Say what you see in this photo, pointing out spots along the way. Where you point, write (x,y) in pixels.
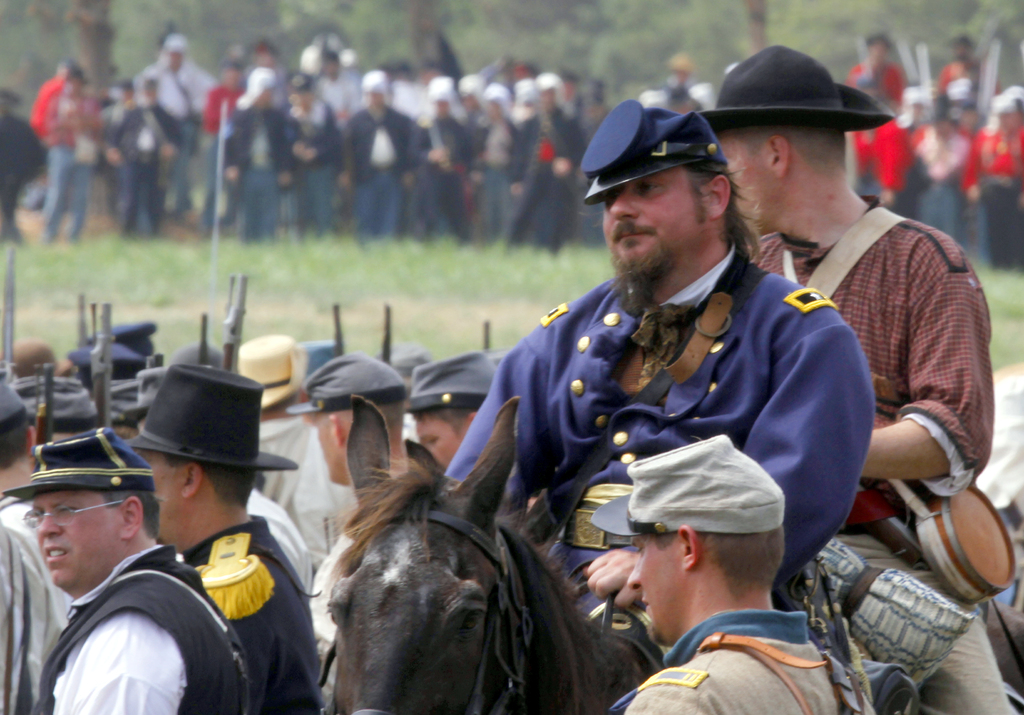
In this image there are group of peoples (320,352), two person (575,351) in the right side (906,335) one and two are sitting on the horse (536,648) a person (729,371) in a blue colour dress (741,359) is wearing a blue colour hat (658,137) and behind him person (909,284) is wearing a black colour hat (805,110). In the background (575,126) the crowd (438,148) is standing here, in front of them there is some grass (435,274) on the floor (434,273).
